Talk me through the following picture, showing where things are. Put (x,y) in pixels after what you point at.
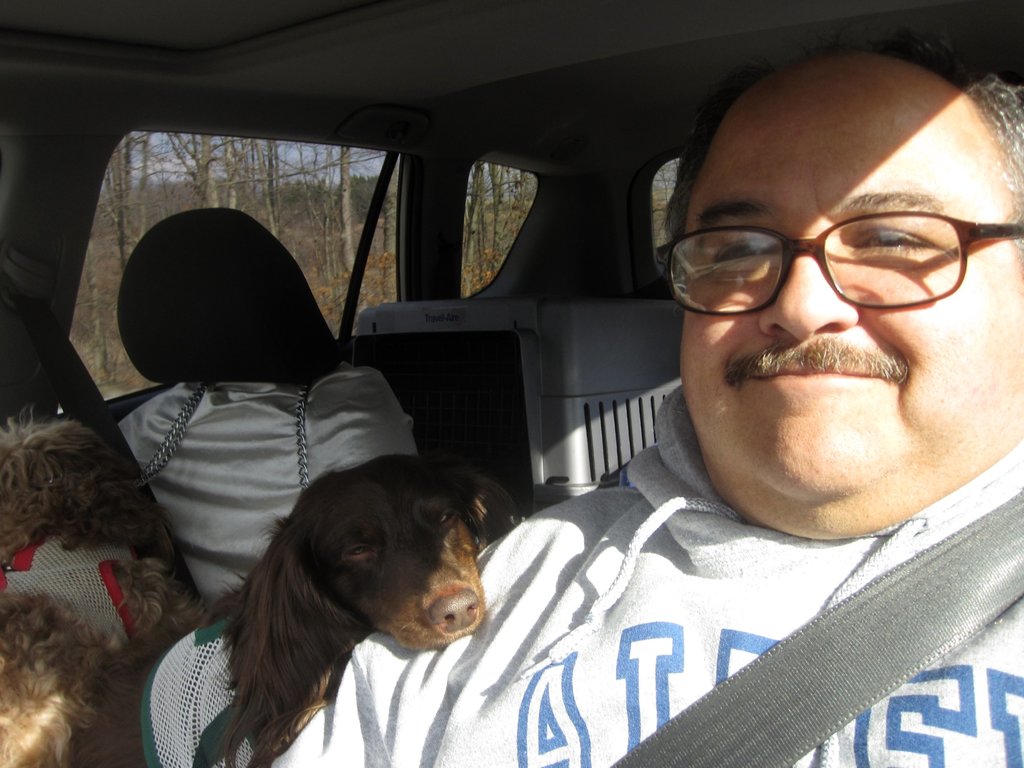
Inside picture of a vehicle (722,738). This man (449,736) is sitting and wore spectacles (879,224). Beside this man (587,612) there is a dog (433,534). Backside of this man (736,473) there is a pet crate (557,402). Outside of this window (358,188) there are bare trees (202,193).
